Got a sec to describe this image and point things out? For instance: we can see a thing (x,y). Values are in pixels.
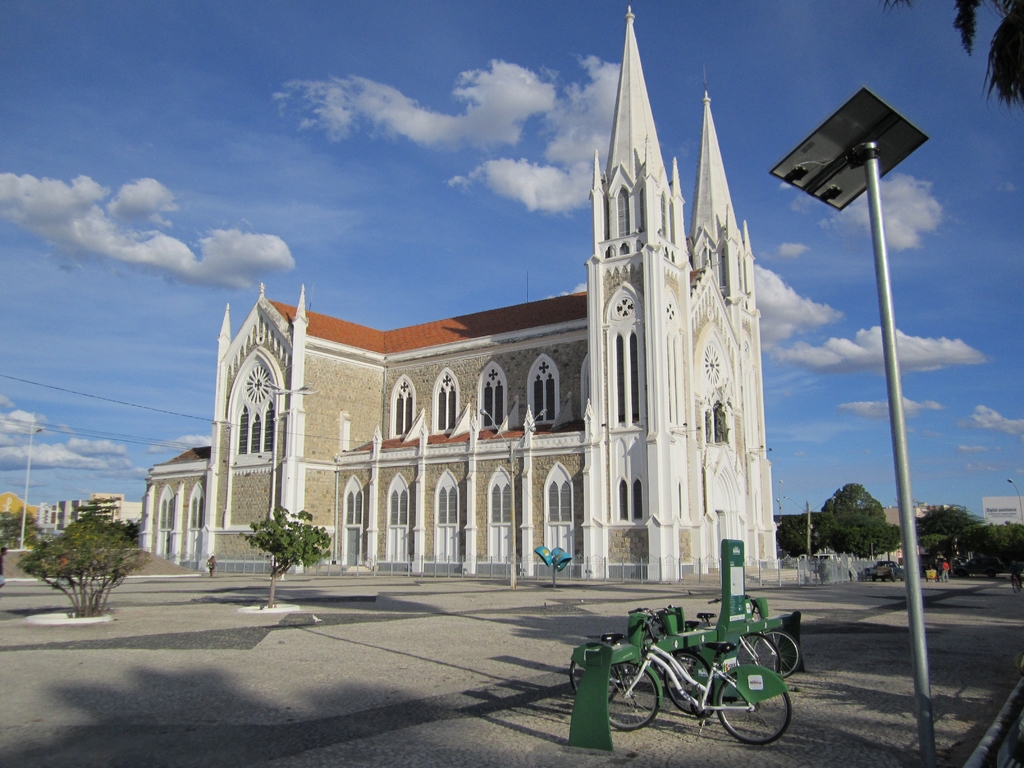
In the image on the right side (915,656) we can see poles (915,643) and cycles (701,672). In the background (443,148) we can see sky (1010,395), clouds (785,291), trees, buildings (634,350), wall (366,475), roof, windows (547,389), road (389,614), sign board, one person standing etc.
